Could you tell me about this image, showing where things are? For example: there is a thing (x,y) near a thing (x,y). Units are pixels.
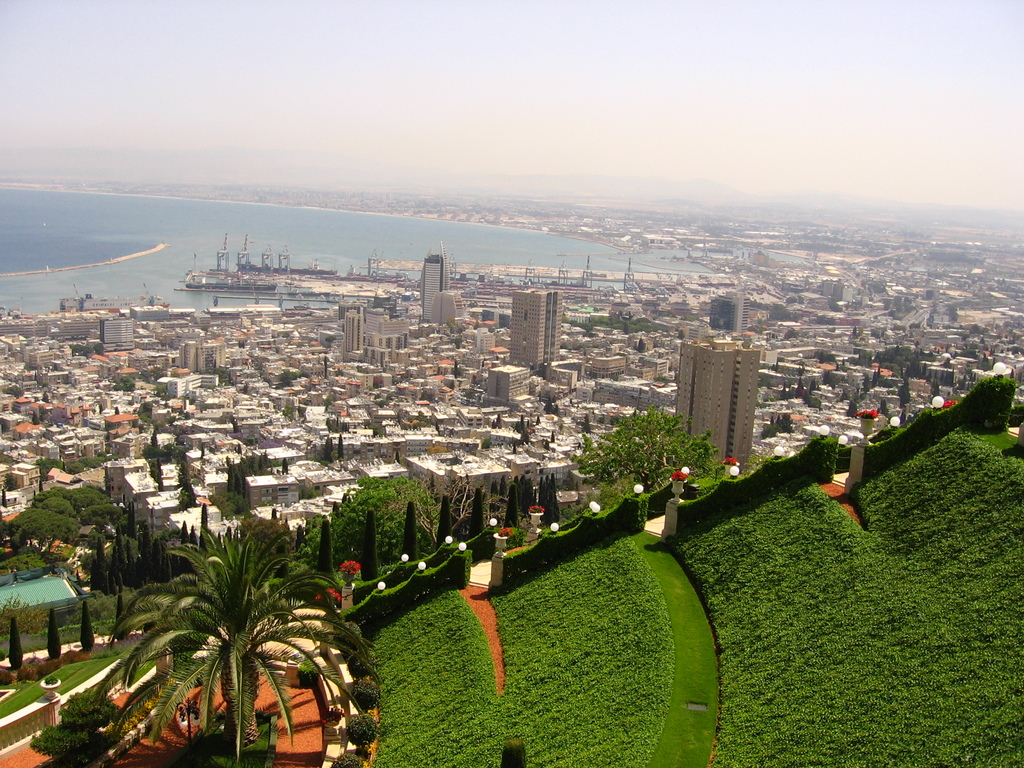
This is an outside view. At the bottom of the image (501,670) I can see a garden (402,596). There are many trees (304,593) and grass (577,681). In the middle of the image (580,413) I can see many buildings (306,398). On the left side (92,220) there is a sea (164,230). At the top of the image (426,56) I can see the sky (447,35).
